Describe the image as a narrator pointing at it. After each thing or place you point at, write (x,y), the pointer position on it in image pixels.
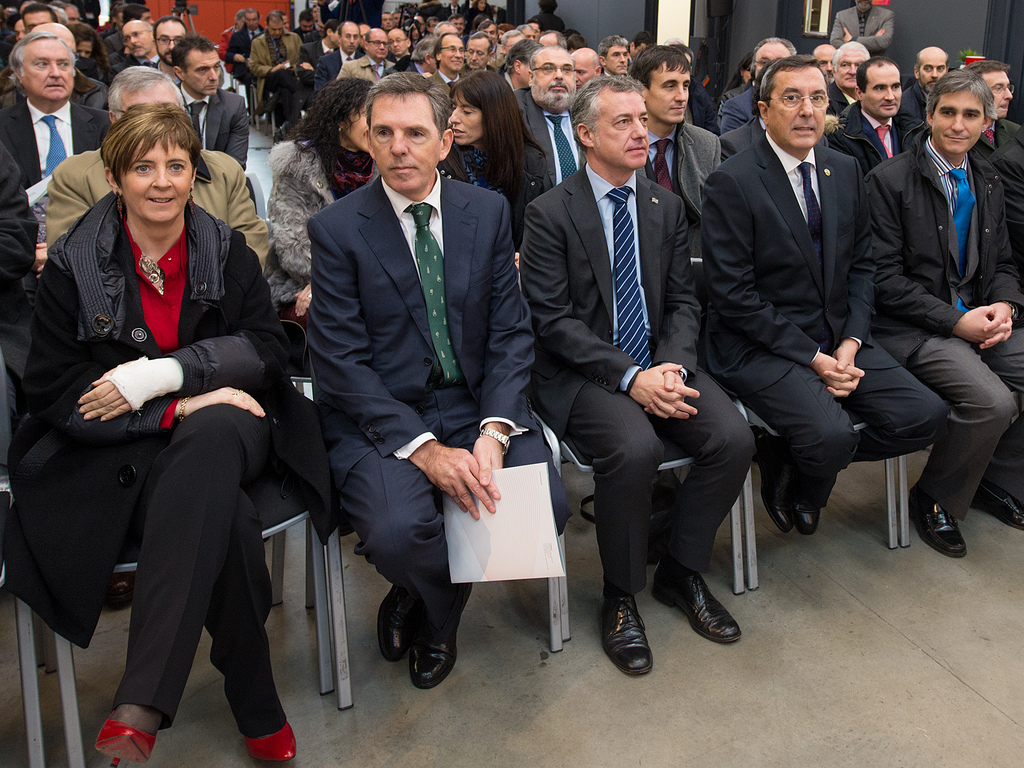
In this image we can see many people (419,415) are sitting on the chairs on the floor (573,521) and among them a man (524,456) is holding a paper (459,538) in his hands (481,490). In the background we can see few persons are standing, walls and an object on a stand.
